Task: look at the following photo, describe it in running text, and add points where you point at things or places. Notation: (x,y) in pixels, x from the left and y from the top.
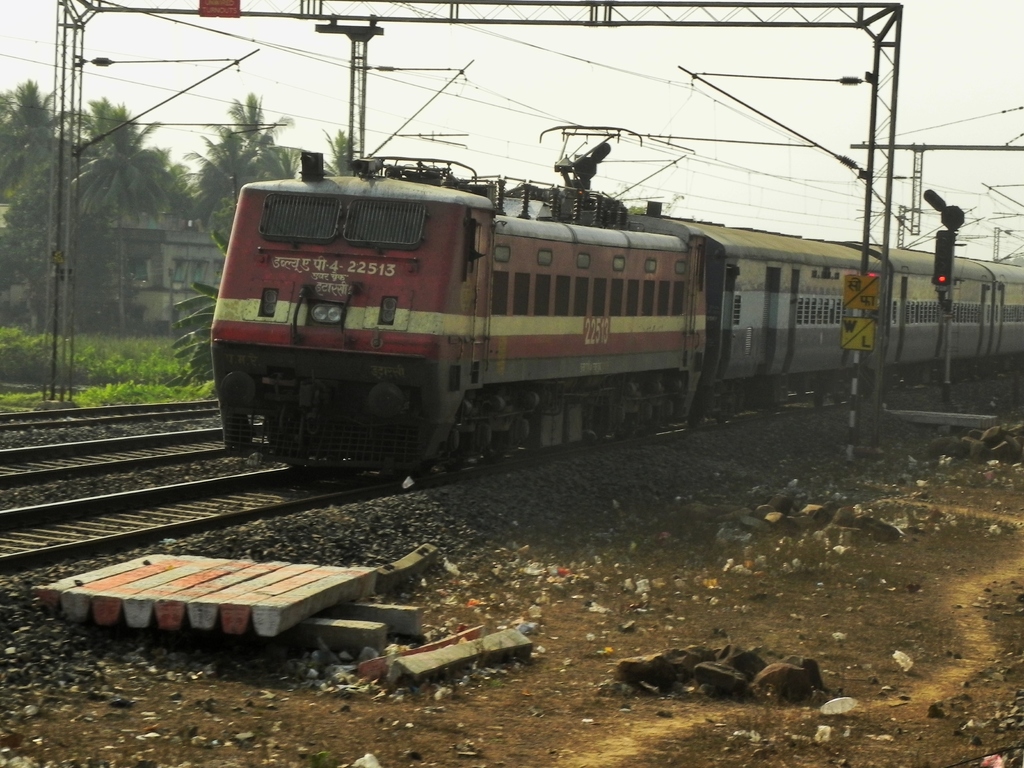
In this image I can see a train (386,287) which is red, yellow and black in color on the railway track (275,485) and to the left side of the image (127,468) I can see few other railway tracks (126,449). I can see the ground (145,429), few stones (768,517), few metal rods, few wires (676,82), a traffic signal (949,251), few trees (94,190), a building (138,267) and the sky (626,86) in the background (749,80).
